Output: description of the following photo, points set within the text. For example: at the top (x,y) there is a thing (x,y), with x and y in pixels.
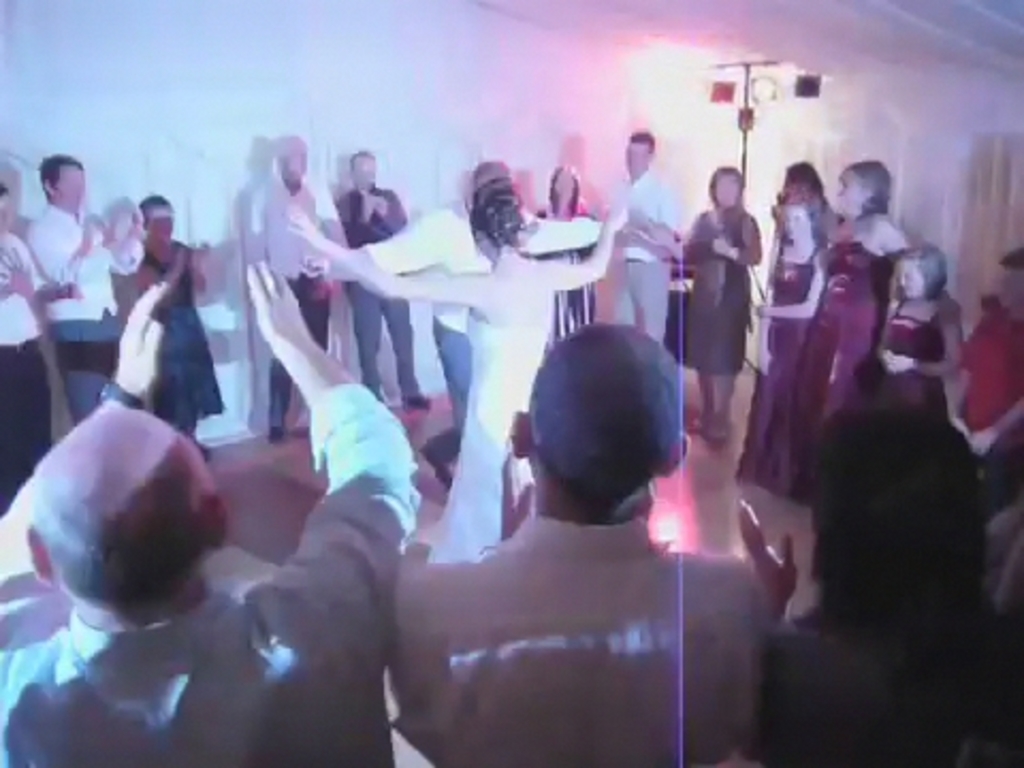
In this image there is a room (170,69) in that room (187,11) the couple (483,247) are dancing, around them people (838,307) are cheering.
